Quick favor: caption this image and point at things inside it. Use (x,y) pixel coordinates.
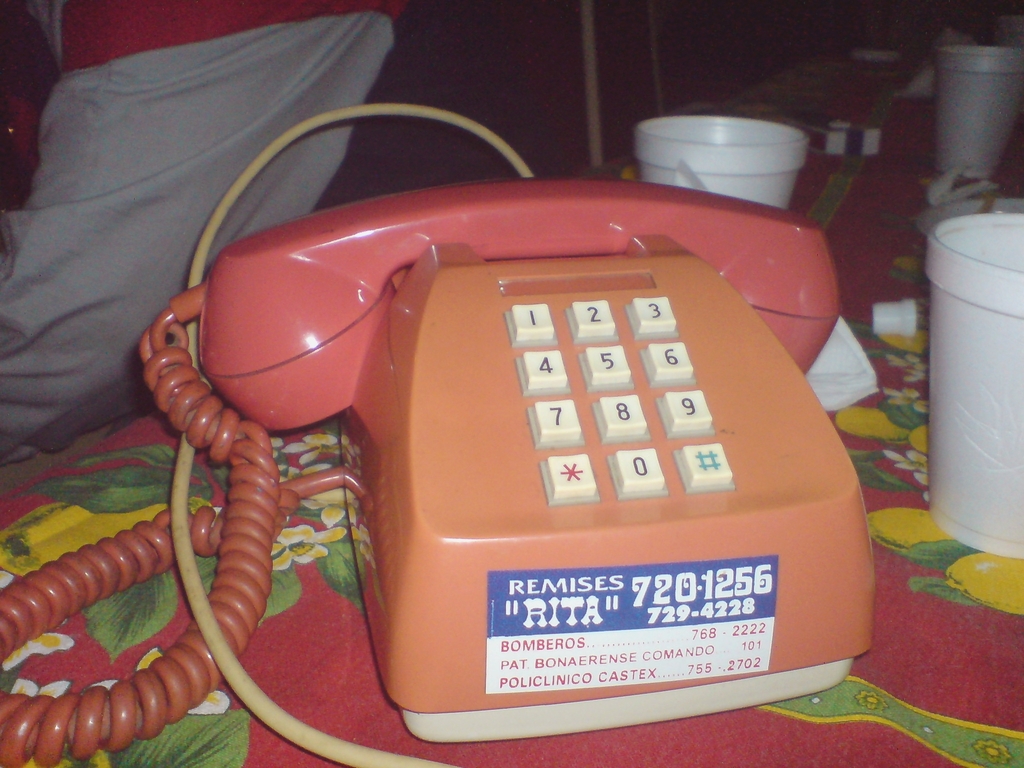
In the image there is a telephone (561,528) on a table (899,232) with some cups (941,123) in the back (783,142), on the left side (103,158) it seems to be a cloth (129,132).
